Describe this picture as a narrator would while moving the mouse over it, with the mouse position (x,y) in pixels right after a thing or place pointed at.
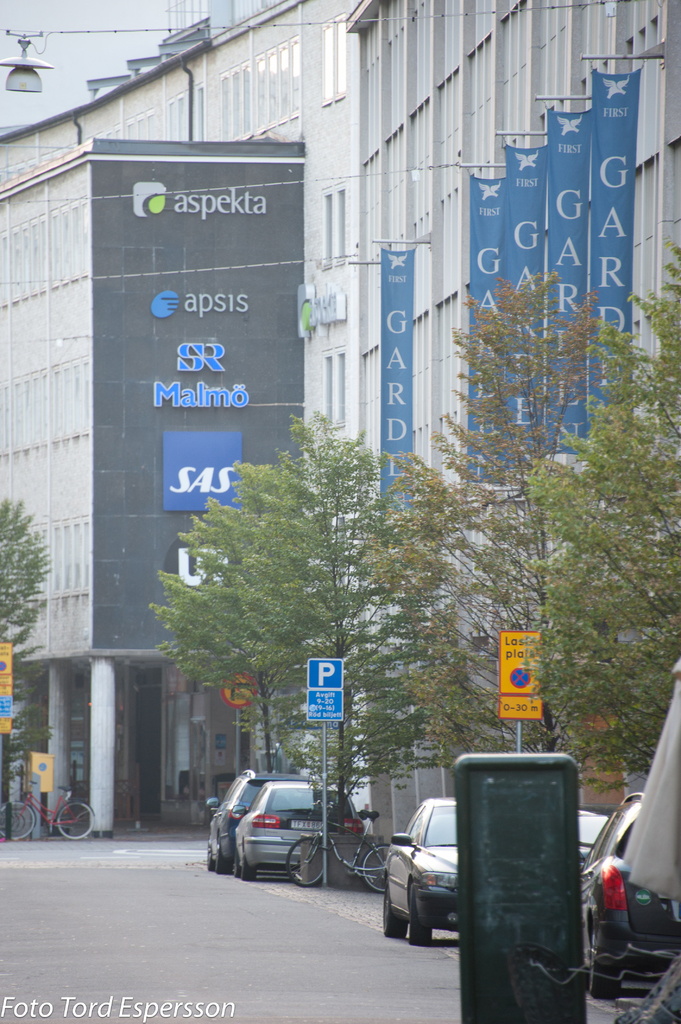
In this picture we can see building (291,20) with boards (401,382). On the right side of the picture (526,712) we can see boards (522,702) on the poles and trees (493,697). We can also see vehicles (641,913) on the road (188,863). Far we can see a bicycle (35,804). In the bottom left corner of the picture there is a water mark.
